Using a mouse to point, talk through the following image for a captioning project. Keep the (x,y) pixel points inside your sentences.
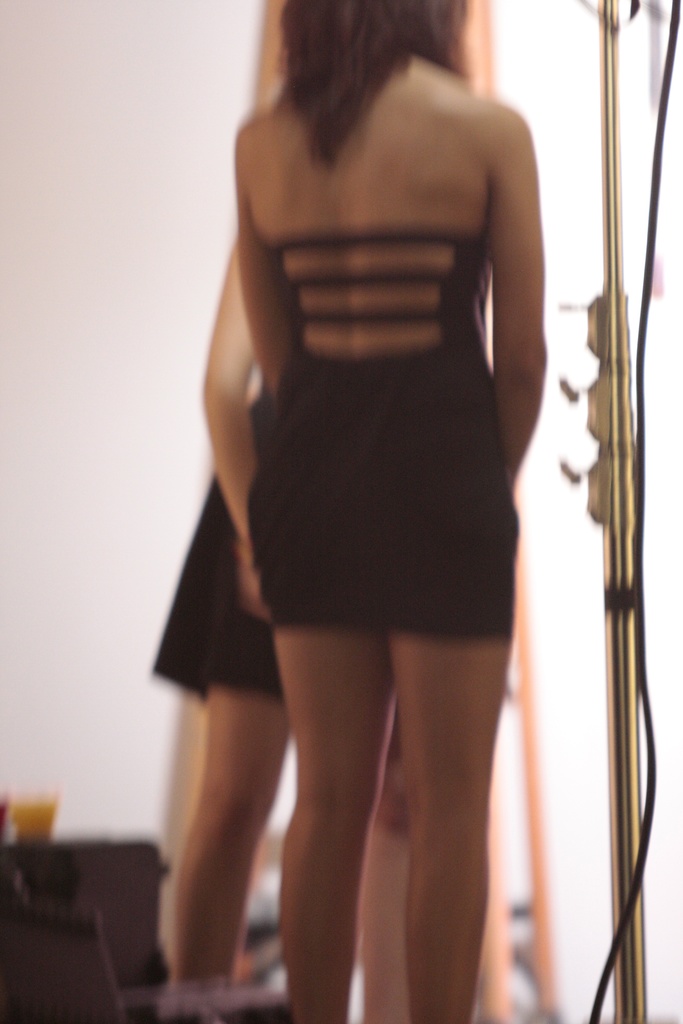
In this image there are two women (233,419) standing in the middle of this image (292,555) and wearing a black color dress (320,523). There is a wall (125,301) in the background (128,331). There is a stand (637,667) on the right side of this image (604,315).
